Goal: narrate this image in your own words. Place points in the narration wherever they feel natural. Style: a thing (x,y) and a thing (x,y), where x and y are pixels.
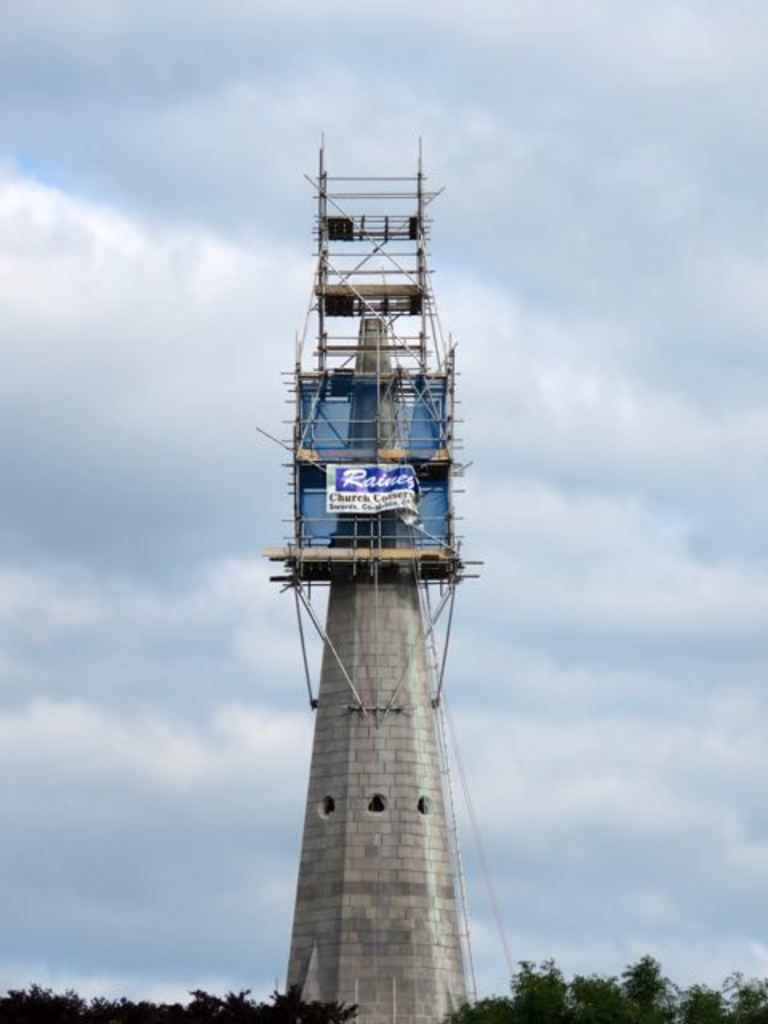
In this image there is a tower (391,652), below the tower (391,595) there are trees (700,996), in the background (193,980) there is sky (626,407).
